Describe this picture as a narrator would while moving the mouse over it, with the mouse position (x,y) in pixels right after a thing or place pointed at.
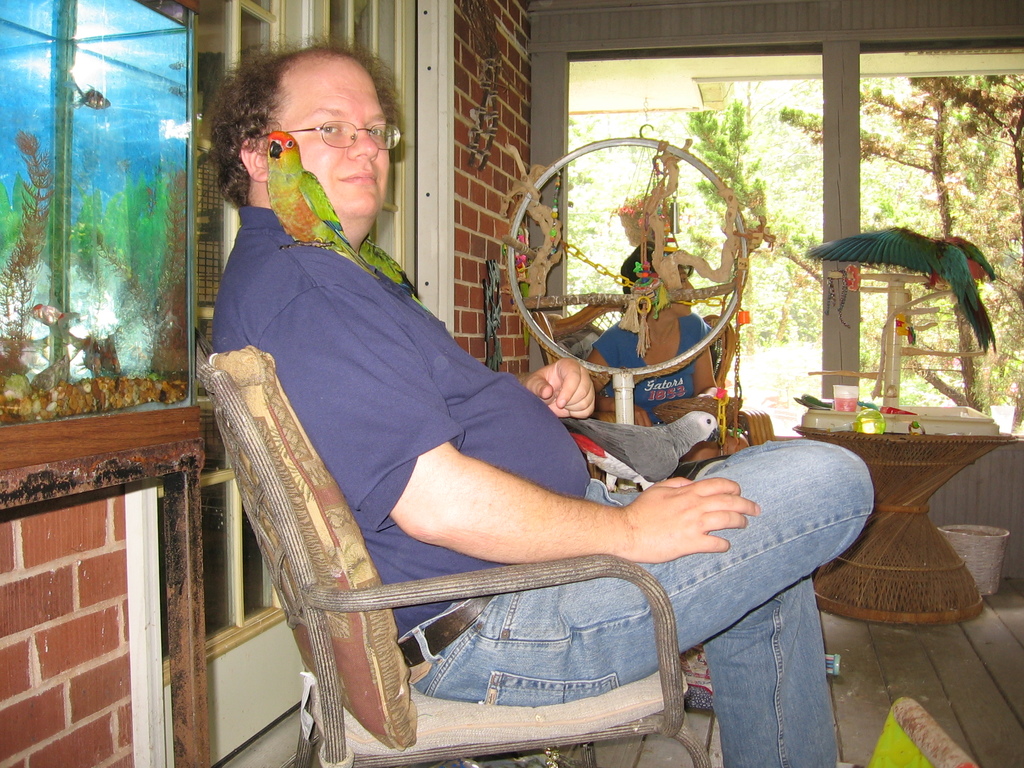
In this image I see a man (279,223) who is sitting on the chair (253,372) and he is smiling and I can also see that there are 2 birds (297,225) on him. In the background (560,317) I see another person (608,347) who is sitting on the chair (586,319) and I see the bird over here and I see the windows (581,84), plants (1010,96) and a aquarium (176,57) over here.
